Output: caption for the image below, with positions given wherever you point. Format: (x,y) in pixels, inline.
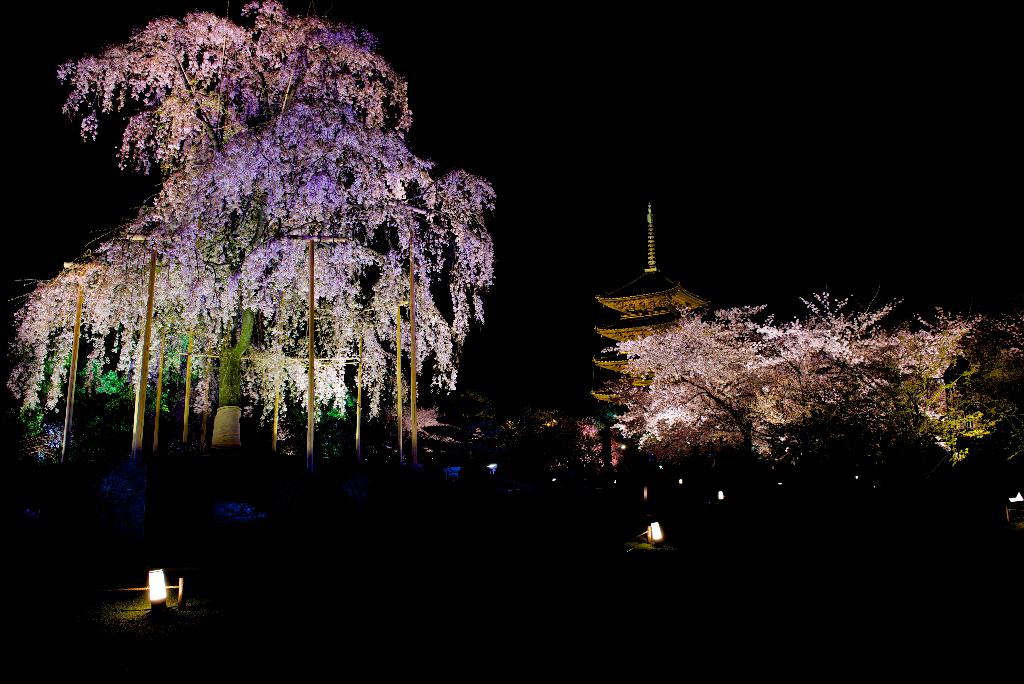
In this image, we can see some trees (670,417), poles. We can also see a building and the ground (326,652) with some lights (155,601). We can also see the dark sky (872,42).
